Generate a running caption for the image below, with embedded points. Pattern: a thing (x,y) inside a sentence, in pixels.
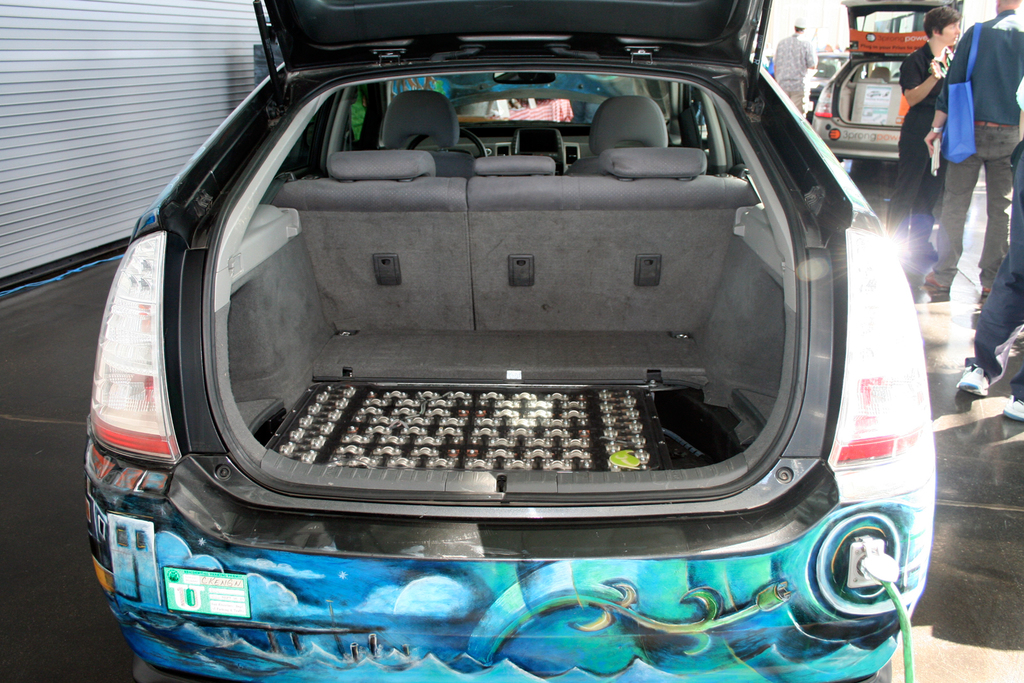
In the center of the image (637,408), we can see car's boot space (503,341) and in the background (91,82), there is a wall (97,102) and we can see some other vehicles (844,68) and some people (954,201) and one of them is wearing a bag (957,128) and holding an object (937,155). At the bottom (955,545), there is floor (975,554).
